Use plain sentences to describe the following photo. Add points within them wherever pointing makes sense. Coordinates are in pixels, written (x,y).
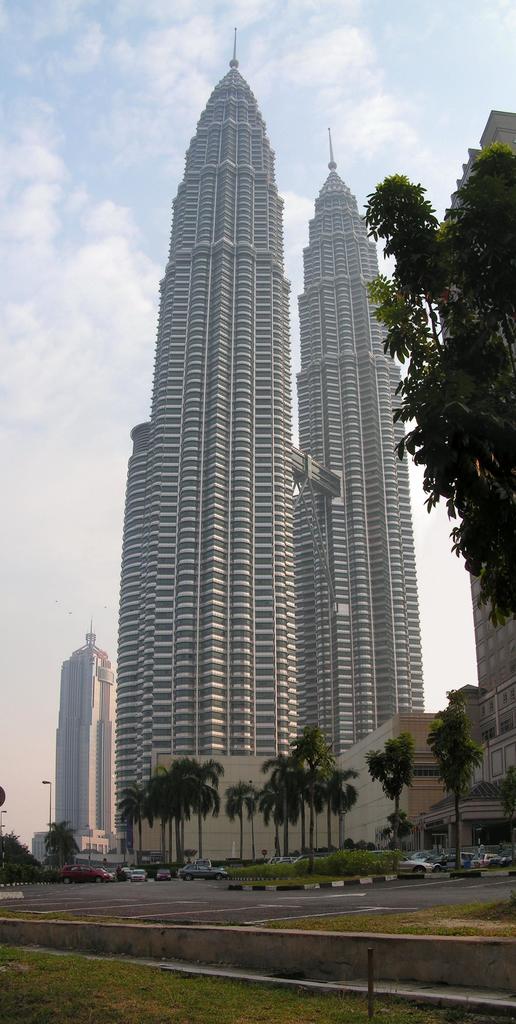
In this image I can see the road (358,913), background (306,712) I can see few vehicles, trees (323,756) in green color, buildings (288,653) in white and brown and the sky (106,122) is in white and blue color.
